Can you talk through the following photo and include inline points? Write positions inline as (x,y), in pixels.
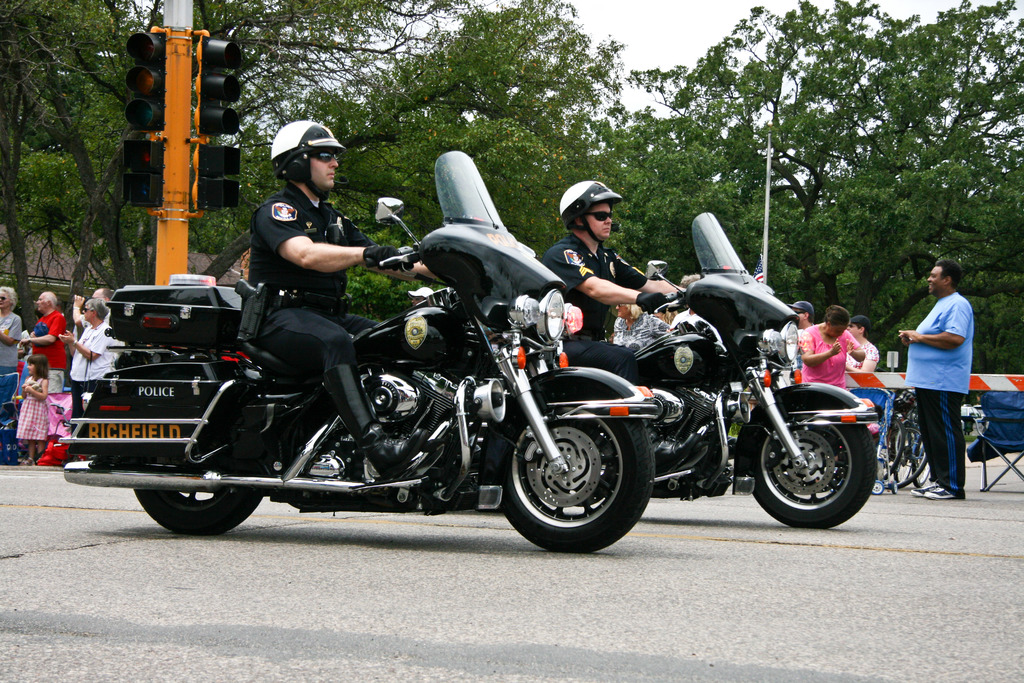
In this picture we can see two persons (610,248) wore helmet (293,151), goggles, gloves (378,255) riding bikes (528,326) and in background (199,159) we can see traffic light (211,72), tree (133,236), sky (682,12), pole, flag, some person (864,322) standing.
